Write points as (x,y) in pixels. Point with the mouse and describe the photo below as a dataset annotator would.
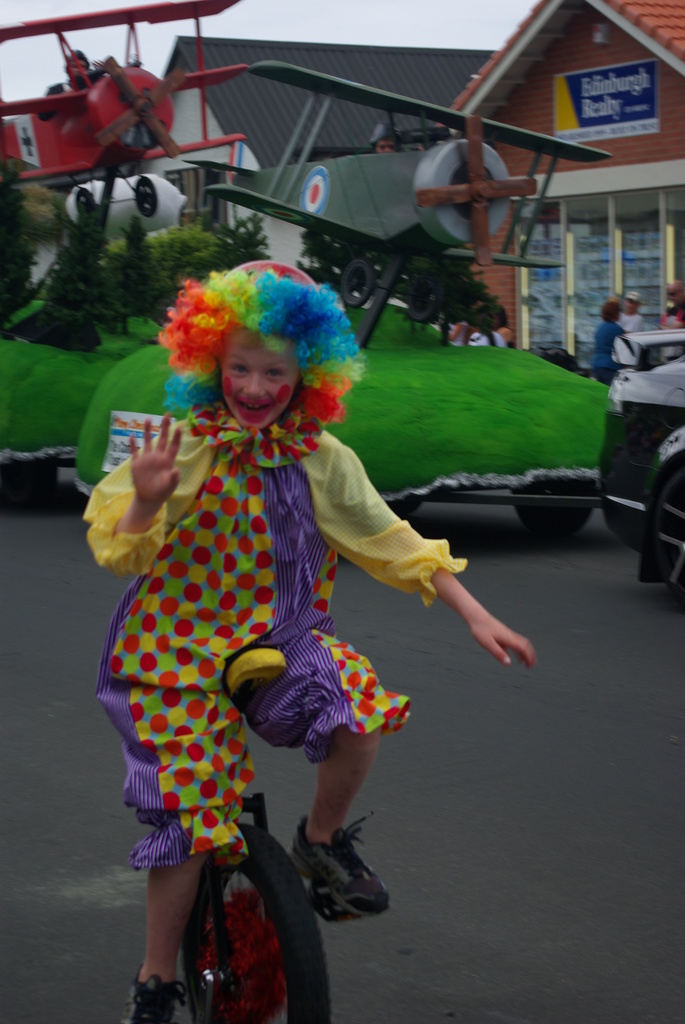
In this picture there is a clown (196,551) in the center of the image (258,583) and there are children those who are sitting inside toy airplanes (119,156) in the background area of the image (344,191), there are plants (87,287), houses (178,118), and other people (684,323) in the background area of the image (539,301).
